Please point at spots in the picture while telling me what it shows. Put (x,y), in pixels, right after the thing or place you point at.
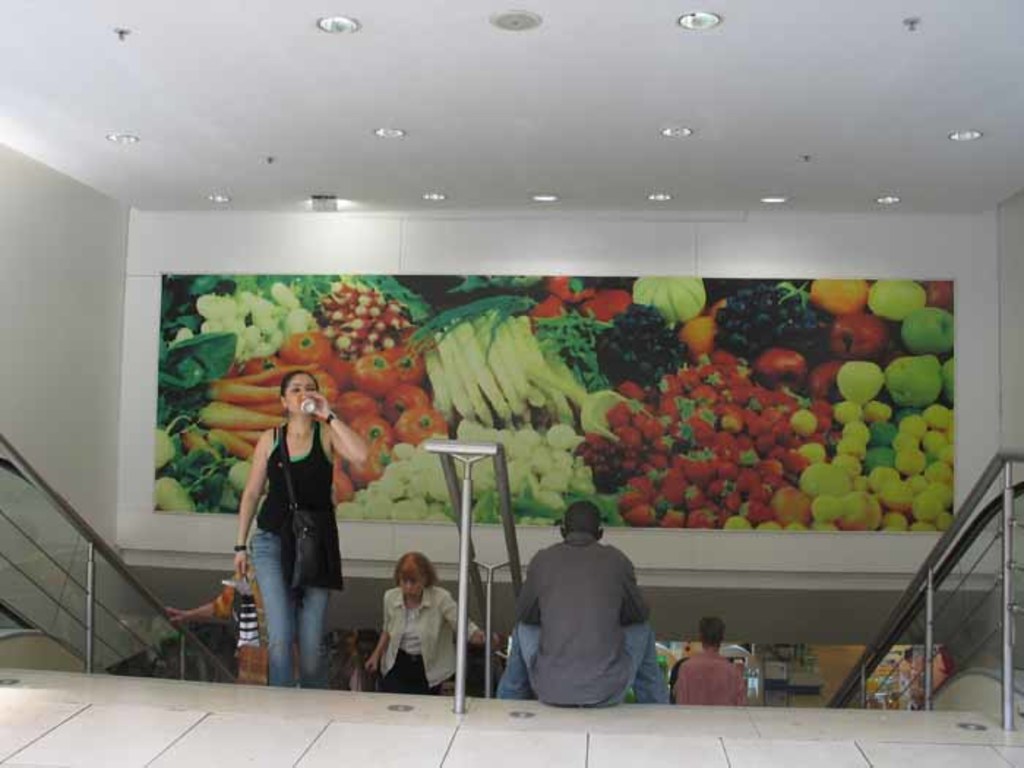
In this picture I can see there are few people (441,685) climbing the stairs (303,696) and there are few other people (738,681) here. In the backdrop (781,398) I can see there is a banner (325,391), it has some fruits (934,286), vegetables (276,413) and there are lights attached to the ceiling (459,178).
